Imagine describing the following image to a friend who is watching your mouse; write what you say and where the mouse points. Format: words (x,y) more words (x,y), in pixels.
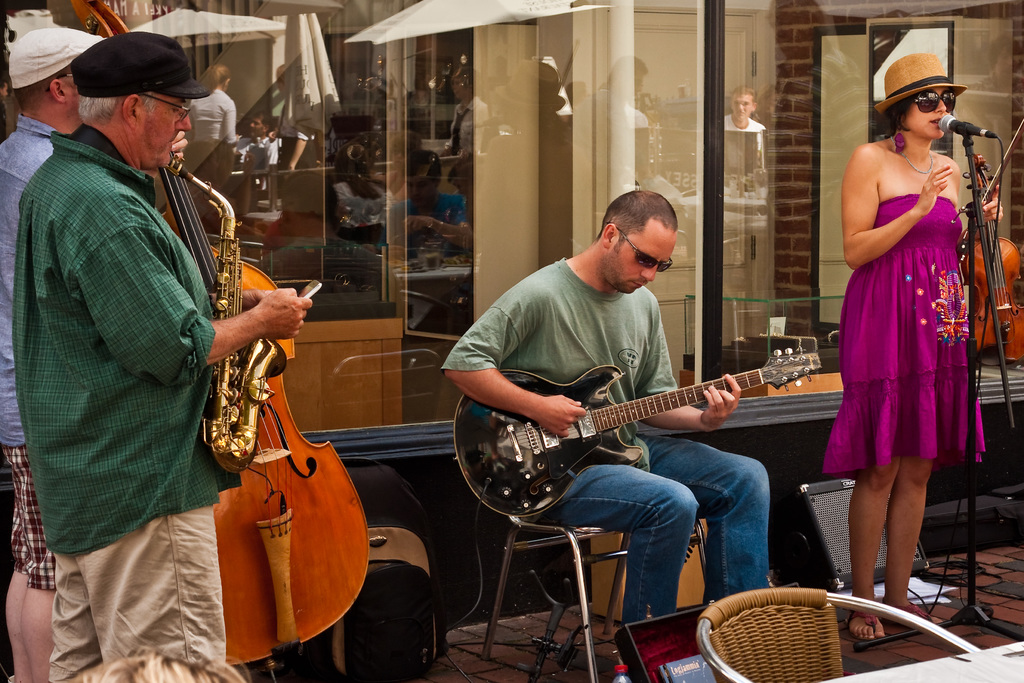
In this picture we can see four persons (193,329) holding the musical instruments (1000,262). A man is sitting on a chair (515,529). On the right side of the image (959,127), there is a microphone (970,135) with a stand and a cable (995,136). On the ground (496,658), there are cables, a chair (708,657), a backpack (389,551) and some objects (668,658). Behind the people (462,346), there is a transparent material (440,138). On the transparent material (396,132), we can see the reflections (319,162) of people (235,137), a building (686,109) and some objects (733,172).
